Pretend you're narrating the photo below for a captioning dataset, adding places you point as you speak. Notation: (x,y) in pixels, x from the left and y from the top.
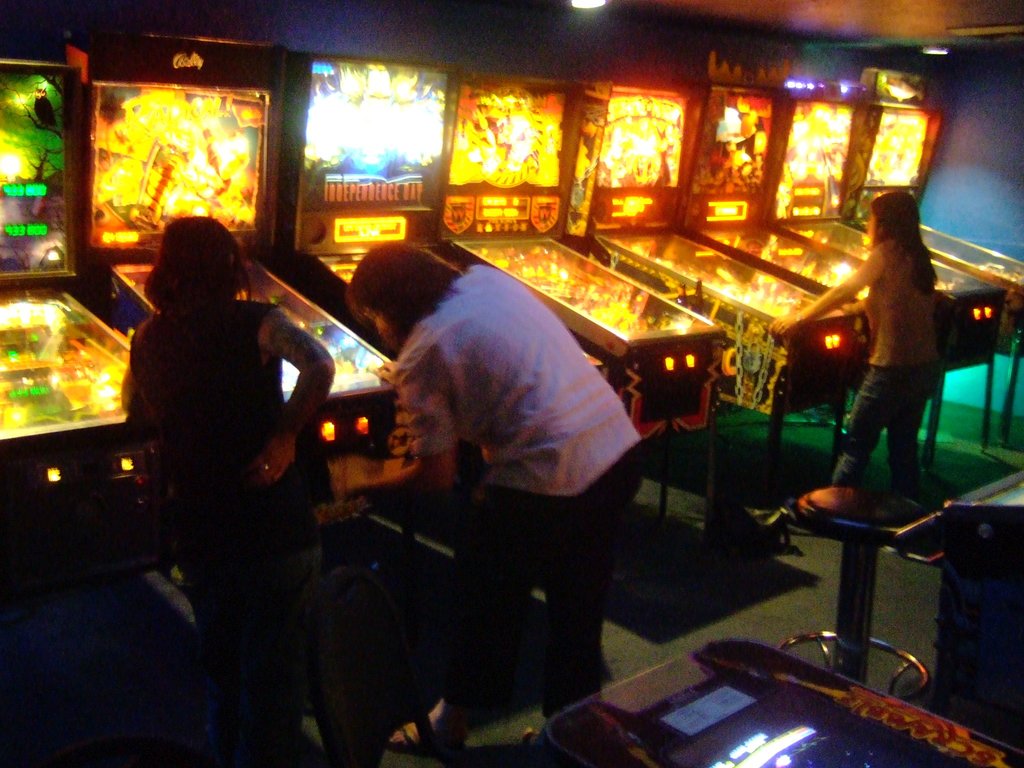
In this image in the center (607,509) there are persons (921,373) standing and playing a game, there is an empty stool (873,544) and there is an empty chair (365,675) and there are objects (740,737) which are black in colour. In the background (280,224) there are games (749,214) and there are lights (588,6) at the top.
